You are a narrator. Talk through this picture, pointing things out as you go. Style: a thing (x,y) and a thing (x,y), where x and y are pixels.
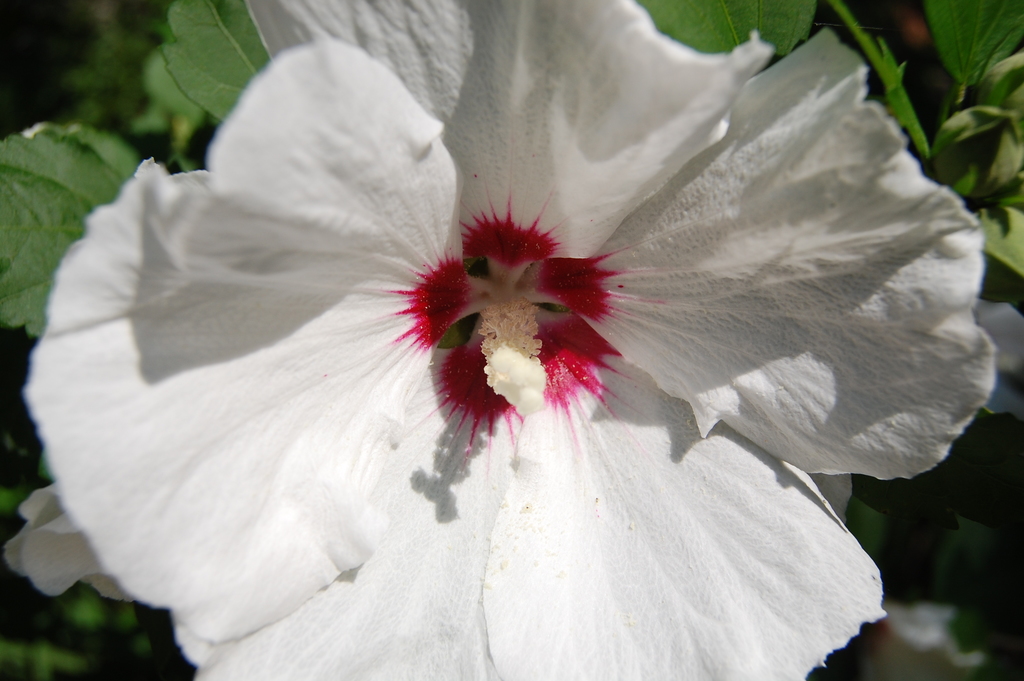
In this picture I can see a flower (270,435), leaves (752,13), and there is blur background (1001,674).
